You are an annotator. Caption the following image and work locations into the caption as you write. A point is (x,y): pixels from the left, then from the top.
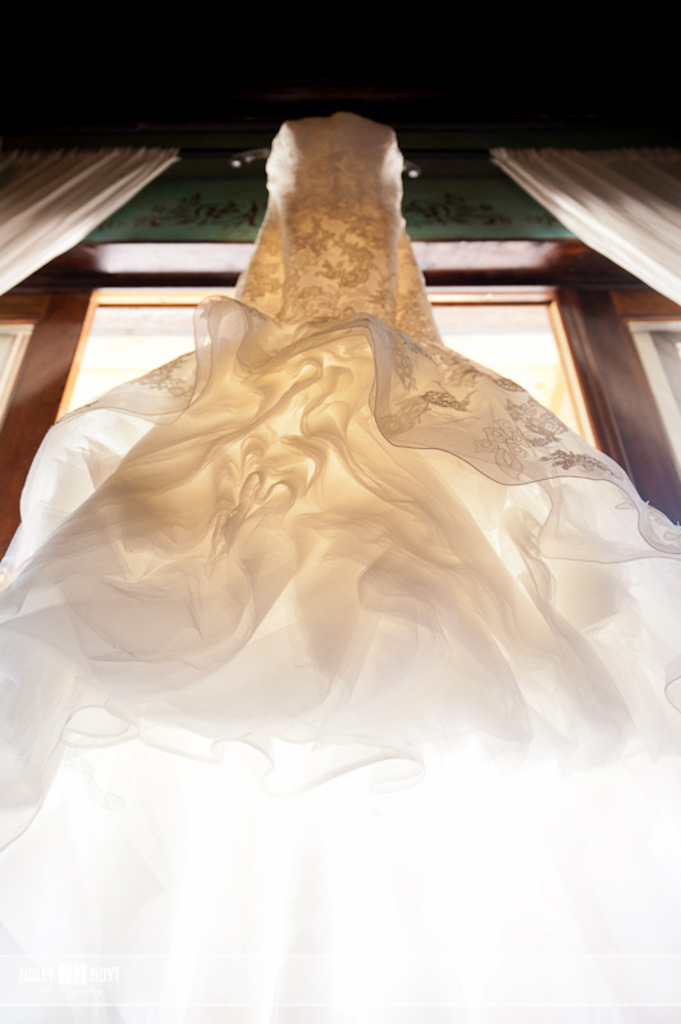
In the image we can see a cloth (606,562). Behind the cloth (355,292) there is a window (229,292).
